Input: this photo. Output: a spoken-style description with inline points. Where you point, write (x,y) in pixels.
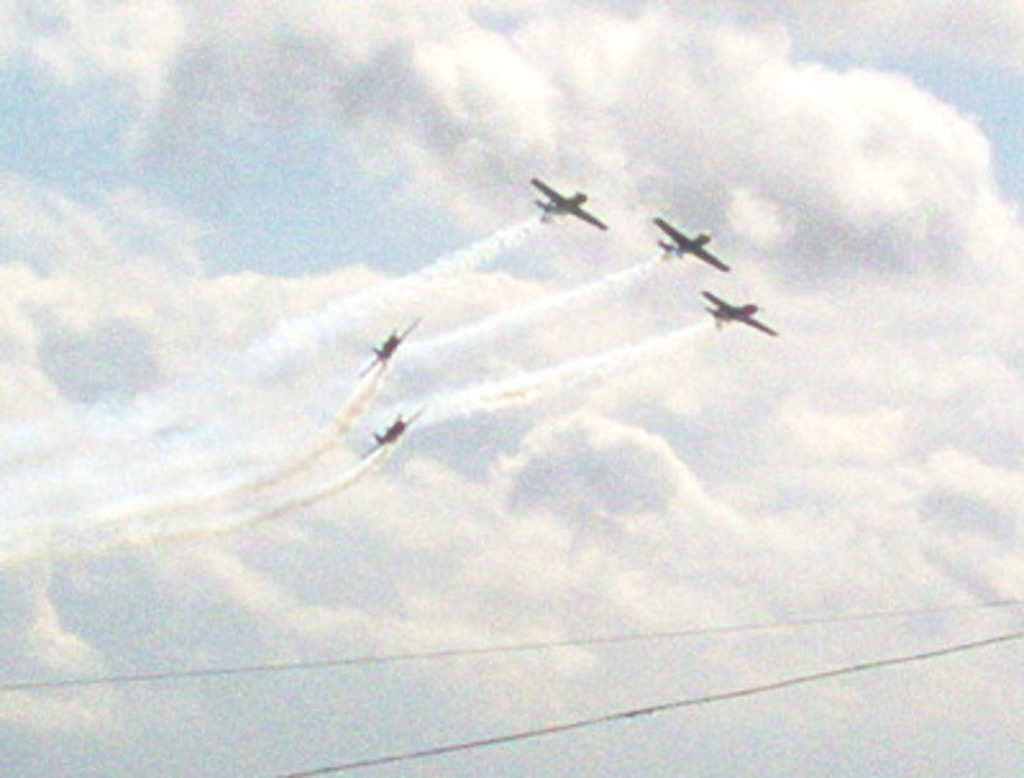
In this image, I can see five aircrafts (398,429) flying in the sky (420,461). At the bottom of the image (515,735), these look like the wires (695,701).
